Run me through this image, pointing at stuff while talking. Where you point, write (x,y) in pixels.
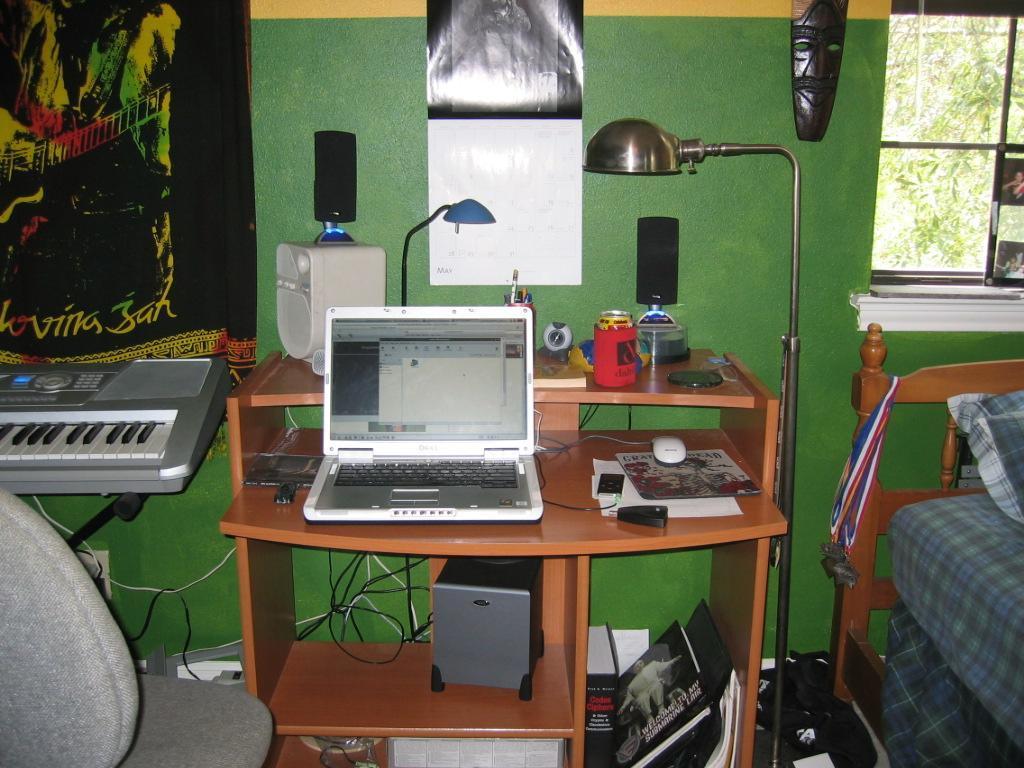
There is a table (499,528) in this given picture on which a laptop (462,458), paper (610,472), mouse (669,457), mobiles (615,488) and some accessories (315,321) were placed. Under the table (612,525) there is a speaker (471,624). Beside the table (318,434) there is a piano (66,410). In the background (485,150) there is a paper (514,127) which is attached to the wall (306,62) here. In the right side (958,635) there is a bed (982,520) and a window (948,242) here.
